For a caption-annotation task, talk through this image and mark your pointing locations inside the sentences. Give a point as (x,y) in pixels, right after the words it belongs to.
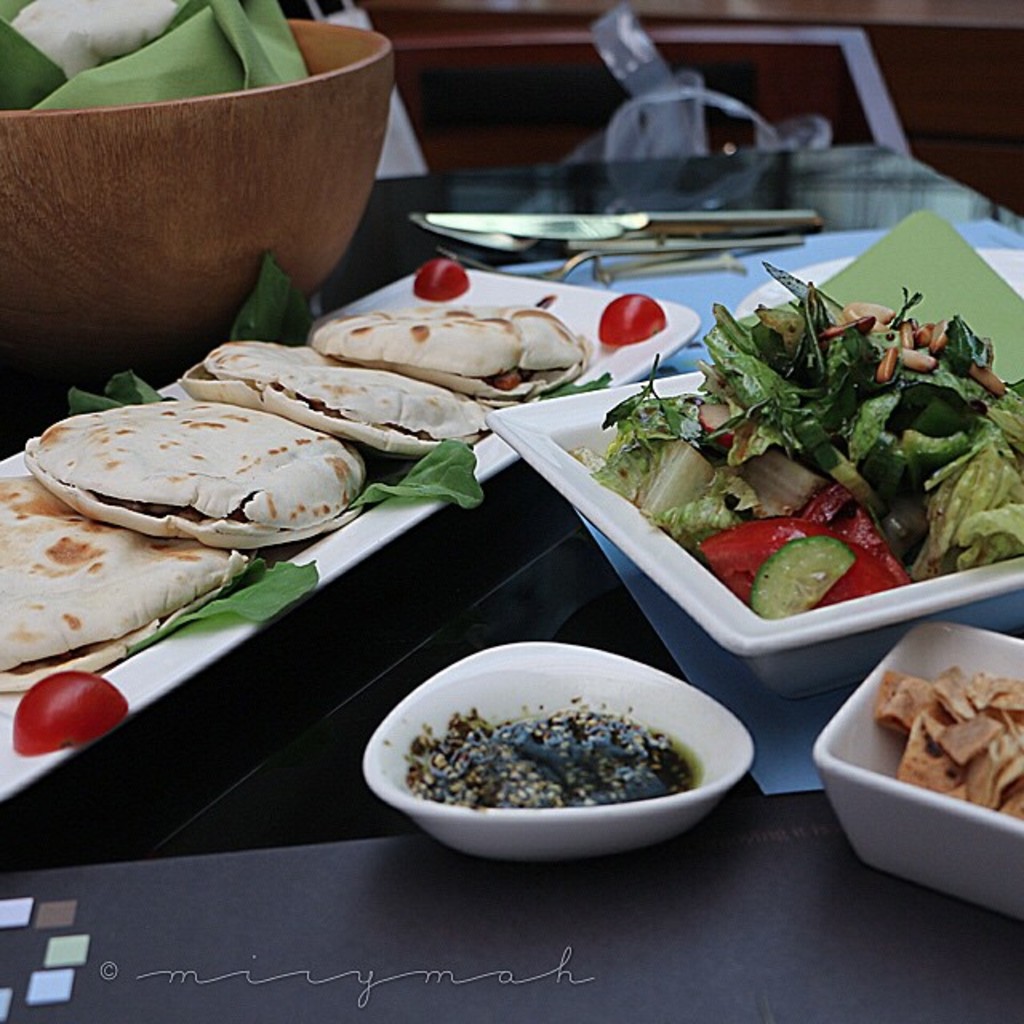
In the picture we can see a table (533,629) which is black in color on it we can see a tray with food item (15,598) and cherry tomato slices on it, and beside it we can see a bowl (939,608) with vegetable salads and besides it we can see a small bowl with some herb dip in it and we can also see a knife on the table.
